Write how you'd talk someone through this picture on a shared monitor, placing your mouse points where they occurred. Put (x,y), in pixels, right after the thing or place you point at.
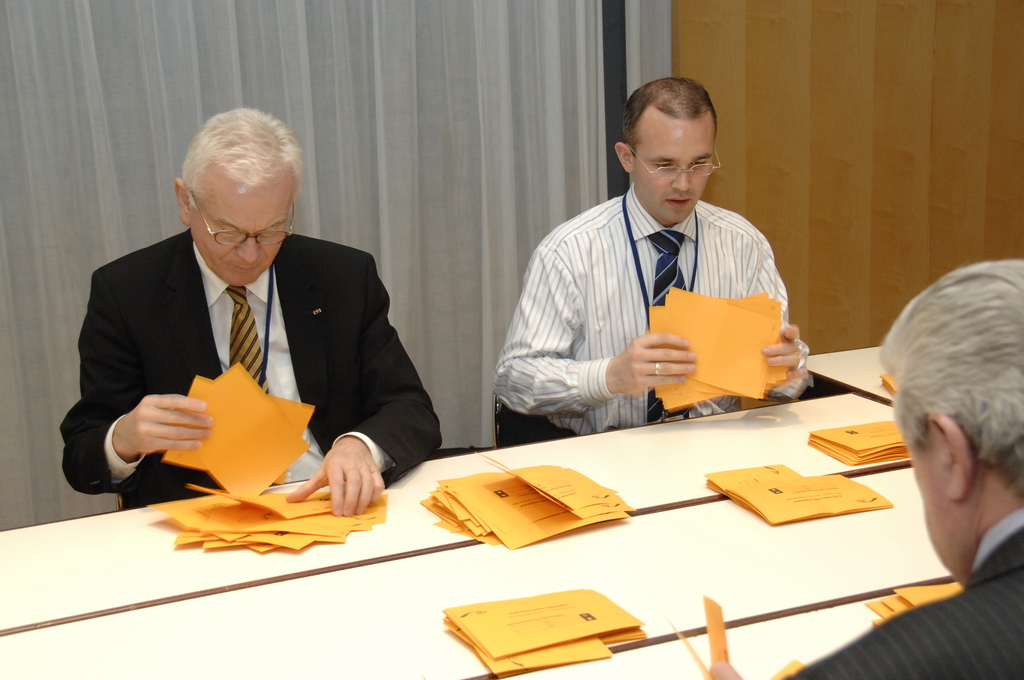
In this image I see 3 men (998,666) who are sitting on chairs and I see that all of them are holding orange color things (745,378) in their hands (142,442) and I see few more orange color papers (449,520) on this table (391,571). In the background (416,330) I see the curtains (193,52).
